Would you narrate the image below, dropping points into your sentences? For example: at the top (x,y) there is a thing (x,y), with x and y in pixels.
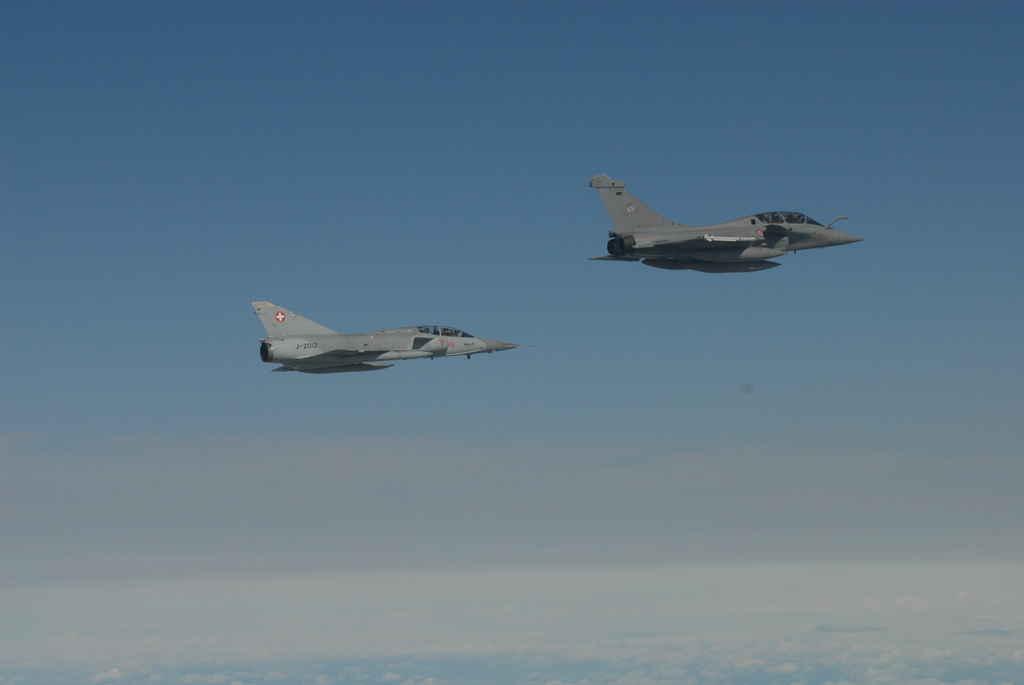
In this image, we can see two aircraft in the air (918,298) and there is a blue sky (518,132).
